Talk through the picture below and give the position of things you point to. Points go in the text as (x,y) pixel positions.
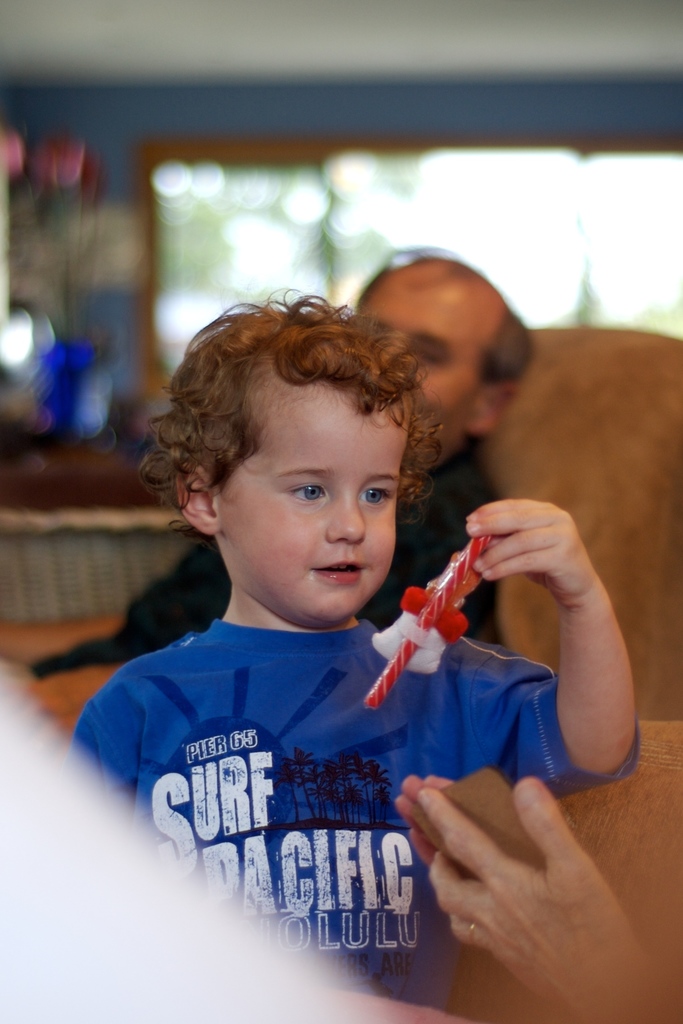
In the picture we can see a child (288,376) standing wearing a blue T-shirt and holding something in the hand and near to the child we can see some person hand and in the background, we can see a man (389,315) sitting on the chair (637,378) and behind him we can see a wall (620,129) with a window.
